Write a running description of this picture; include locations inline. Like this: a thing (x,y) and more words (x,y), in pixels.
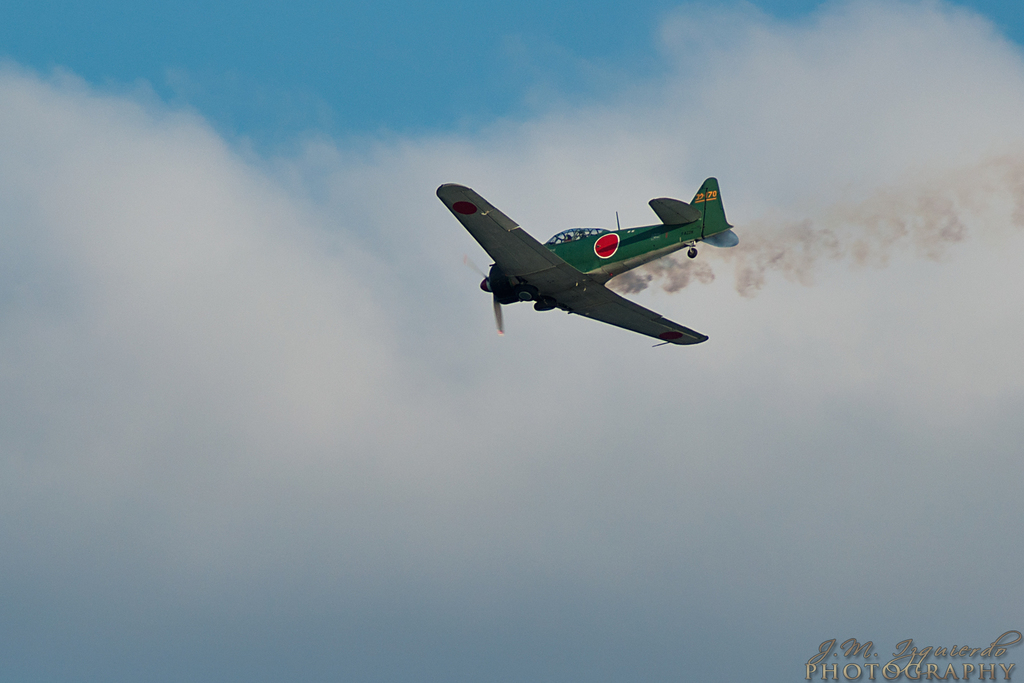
In this image I can see an aircraft (547,286) which is in green, white and red color. It is in the air. In the background (463,147) I can see the clouds (655,668) and the sky (842,625).
